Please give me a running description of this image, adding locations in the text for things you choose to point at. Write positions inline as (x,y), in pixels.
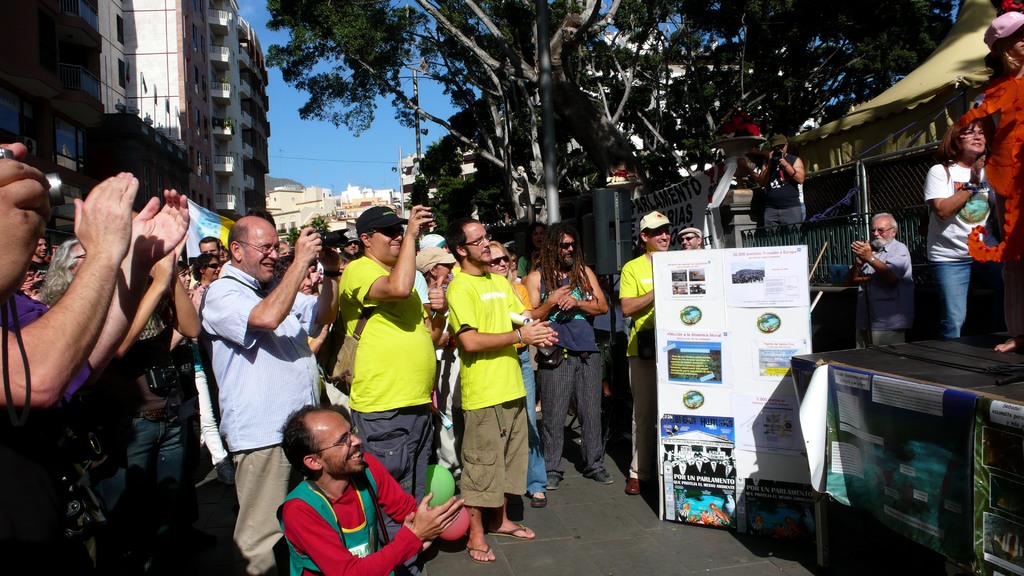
In this image we can see few people (263,371) are standing on the road (554,559) and among them few persons (283,327) are holding objects (336,241) in their hands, balloons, hoarding (662,381), table (918,352), banners (892,406), few persons (872,334) on the right side (884,337), tent (918,114), poles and fence (822,261). In the background (437,205) there are buildings (173,78), windows (21,136), trees (329,14) and sky (379,130).
